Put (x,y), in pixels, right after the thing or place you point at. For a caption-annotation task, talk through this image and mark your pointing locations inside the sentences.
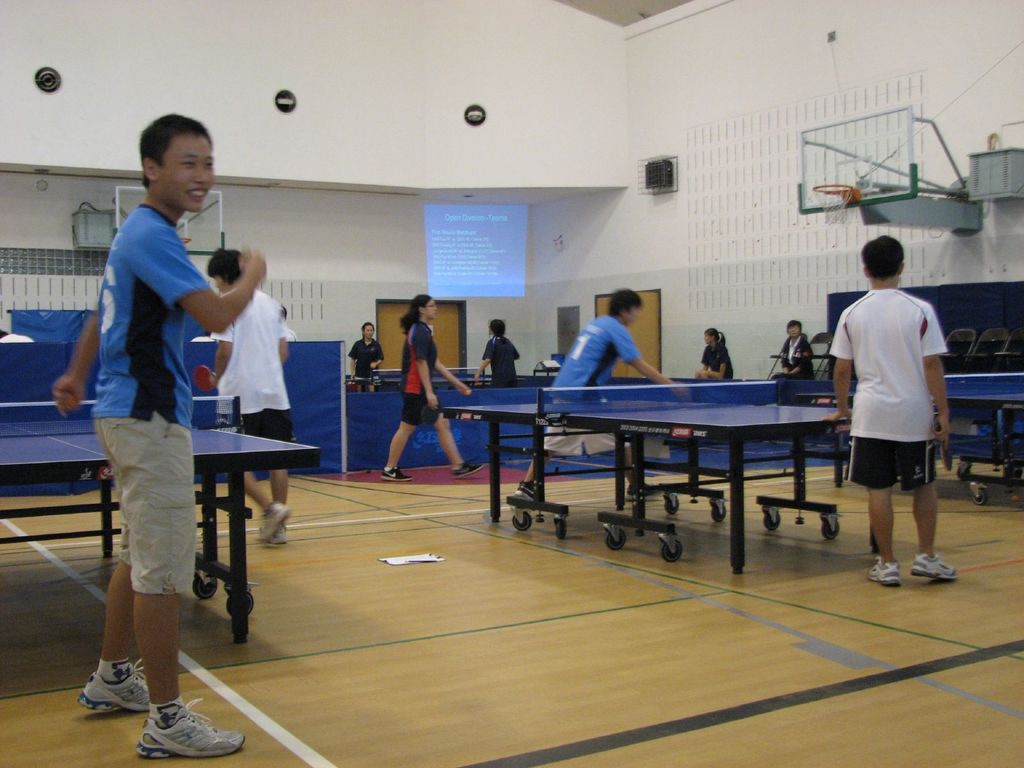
here in this picture we can see the stadium (22,545) in which they are playing table tennis, in which there are many people (408,427) standing near them and playing.
